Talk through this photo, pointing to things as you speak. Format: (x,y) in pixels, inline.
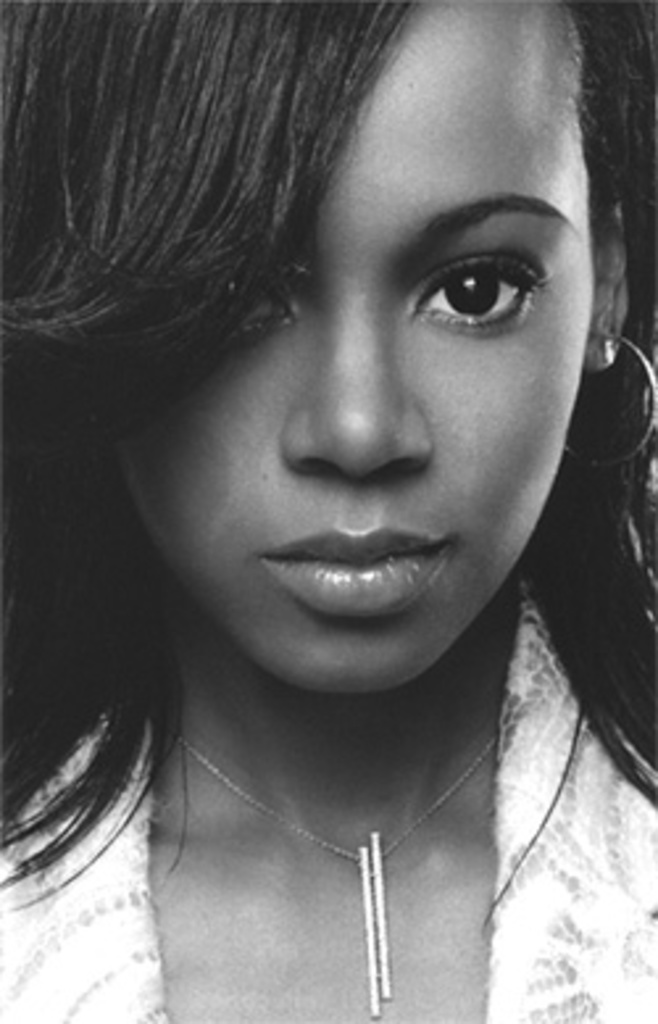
In the picture we can see woman's face (453,354) who is wearing white color dress (655,851).
